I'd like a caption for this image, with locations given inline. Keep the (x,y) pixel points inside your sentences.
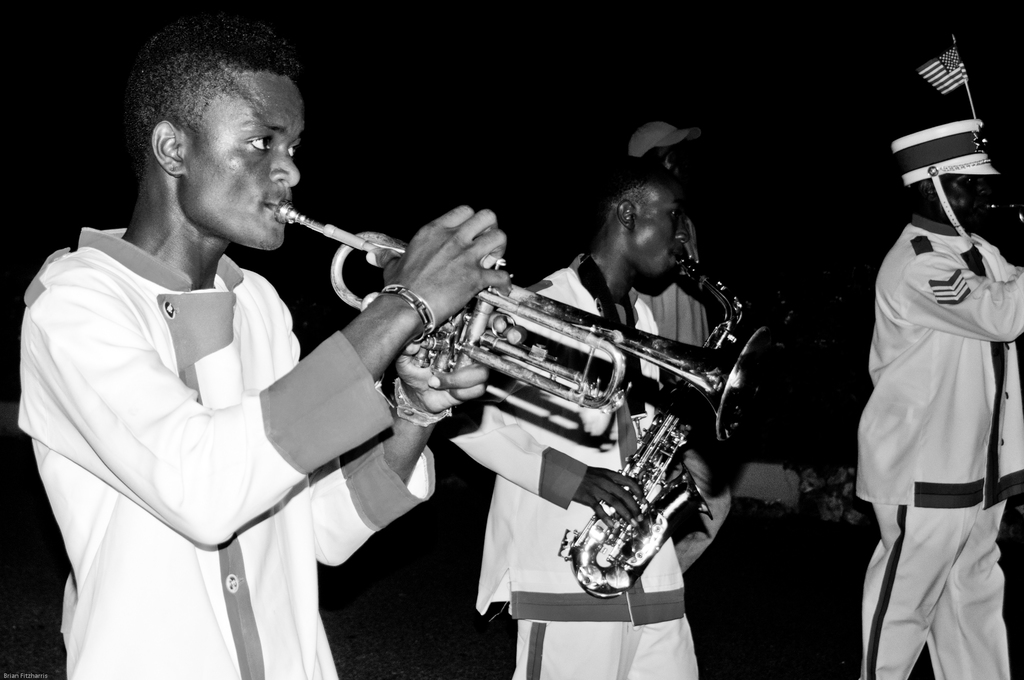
In this picture I can see there are three persons (223,448) standing here and they are wearing white shirts (178,408) and pants (898,556). The person (415,406) on to left (187,446) is playing a trumpet (443,341) and the person (544,456) next to him is playing a saxophone (662,513). The person (960,261) at right (942,141) is wearing a cap (938,153) and there is a flag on the cap (940,137). The backdrop (998,214) is dark.
